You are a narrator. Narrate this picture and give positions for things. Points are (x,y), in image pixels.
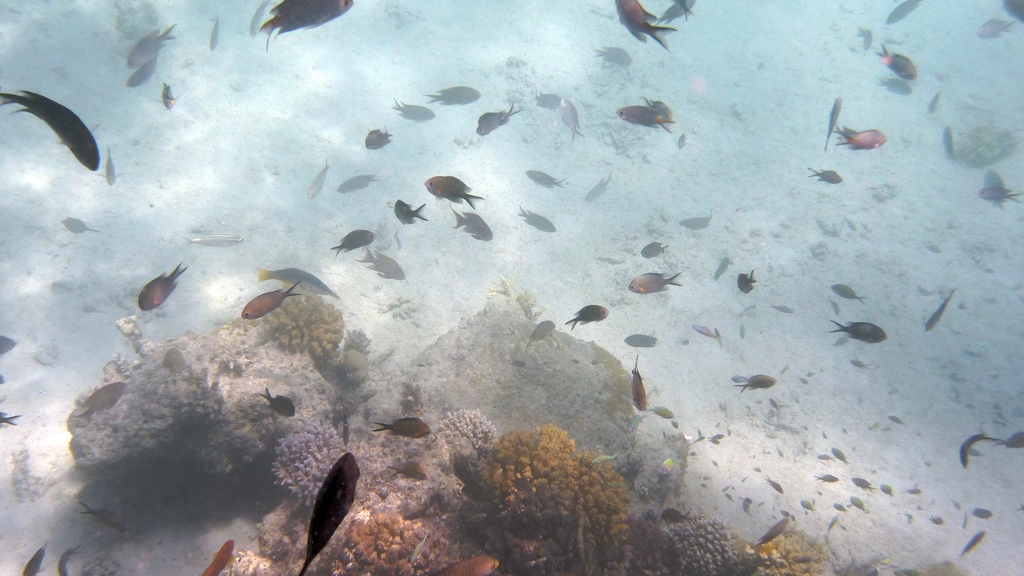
In the picture we can see inside the water (979,357), we can see some water plants (324,456), rocks (265,457) and stones (381,402) and different types of fishes (359,236).
